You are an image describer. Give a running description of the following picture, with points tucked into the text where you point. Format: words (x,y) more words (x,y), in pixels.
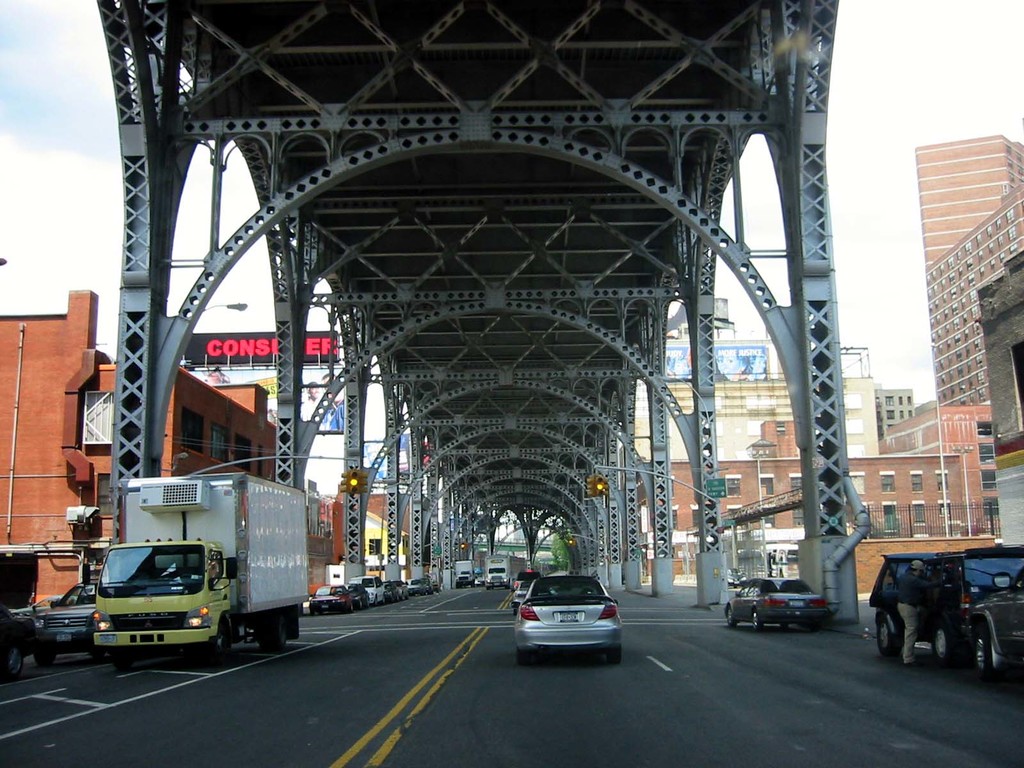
In the center of the image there is road (368,618). There are vehicles (516,642) on the road (165,748). At the top of the image (420,29) there is a bridge (561,151). In the background of the image (745,414) there are buildings (726,397). There is sky (861,121).
